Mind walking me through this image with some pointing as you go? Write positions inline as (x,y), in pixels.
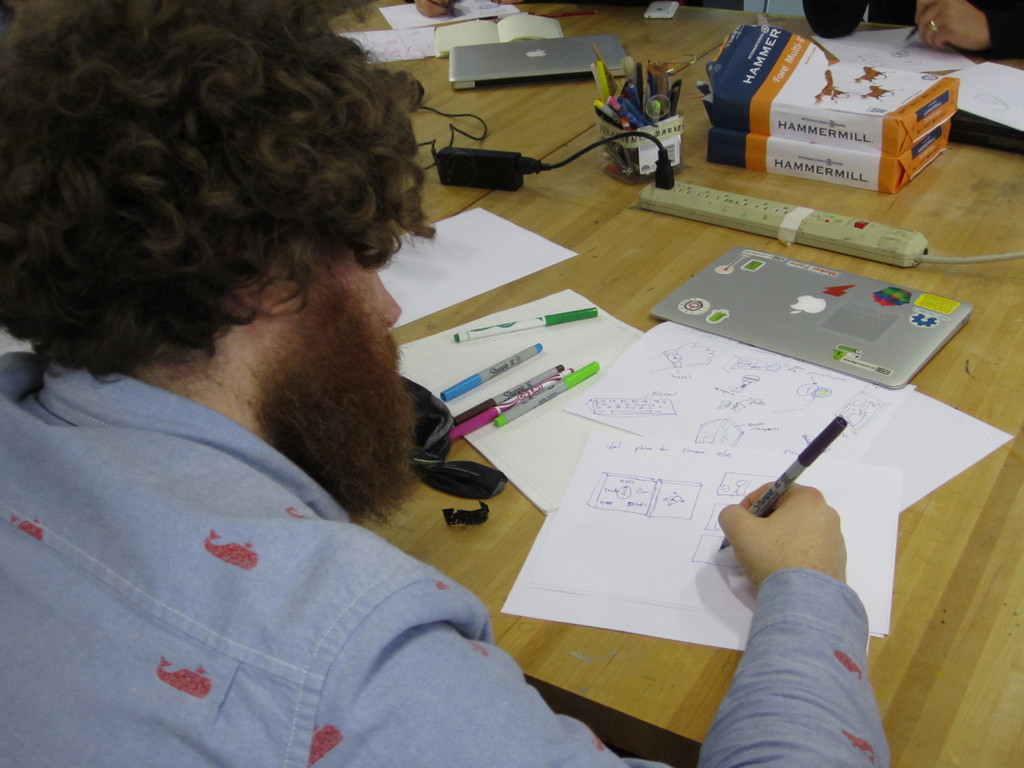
There is a person (257,435) holding a pen (784,489). In front of him there is a table (636,237). On that there are papers (587,426), pens (536,389), extension board (737,199), packets (798,114), laptops (536,64) and many other things (458,41).
